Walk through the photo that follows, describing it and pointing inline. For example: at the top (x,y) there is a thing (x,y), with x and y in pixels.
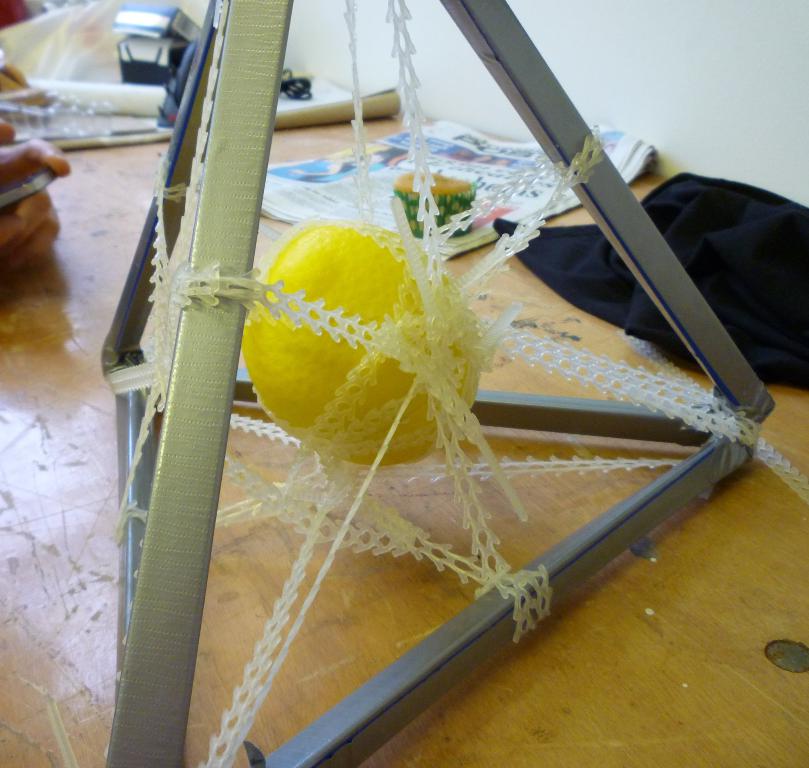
As we can see in the image there is a white color wall (769,121) and table (297,706). On table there is metal stand (118,458), yellow color object (364,405), cloth (733,265) and human hand (6,173).
